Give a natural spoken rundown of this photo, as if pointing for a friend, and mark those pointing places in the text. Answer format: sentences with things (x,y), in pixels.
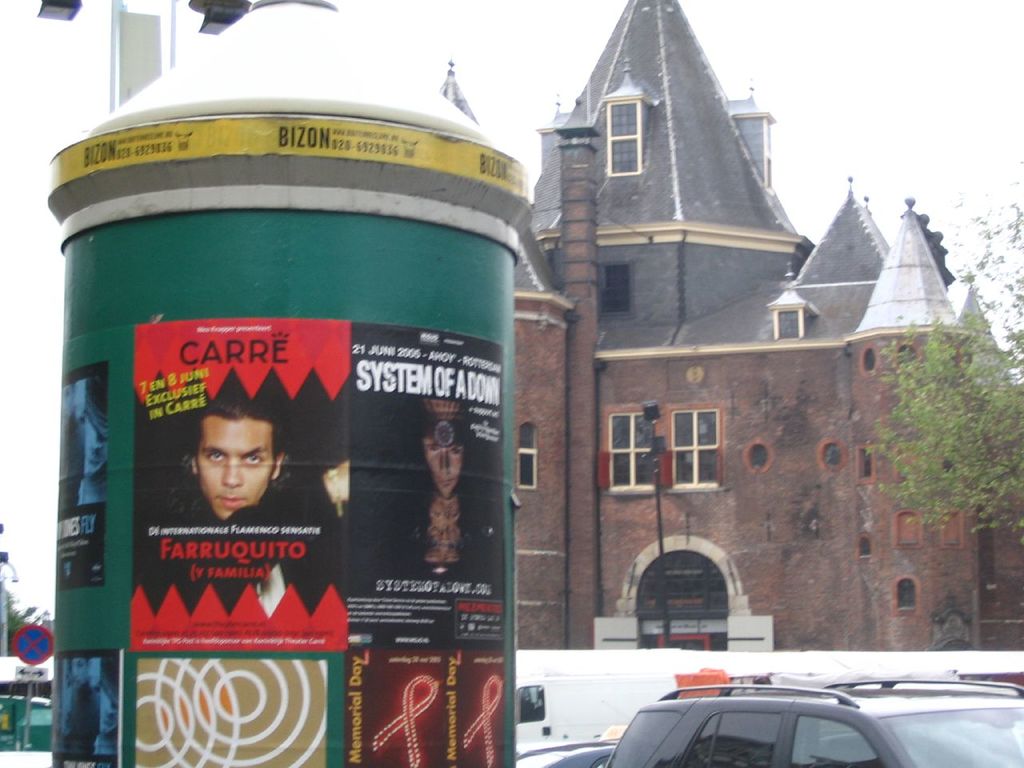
In this image in the front (299,506) there is a pillar (328,592) with some text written on it and with some posters (226,448). In the center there are vehicles (670,709) and in the background (614,375) there is a castle (631,356) and on the right side (950,406) there are leaves (981,406). On the left side (45,631) there is a sign board (28,661) and in the background (14,620) there are leaves (13,633) which are visible and there is an object (21,703) which is green in colour.
